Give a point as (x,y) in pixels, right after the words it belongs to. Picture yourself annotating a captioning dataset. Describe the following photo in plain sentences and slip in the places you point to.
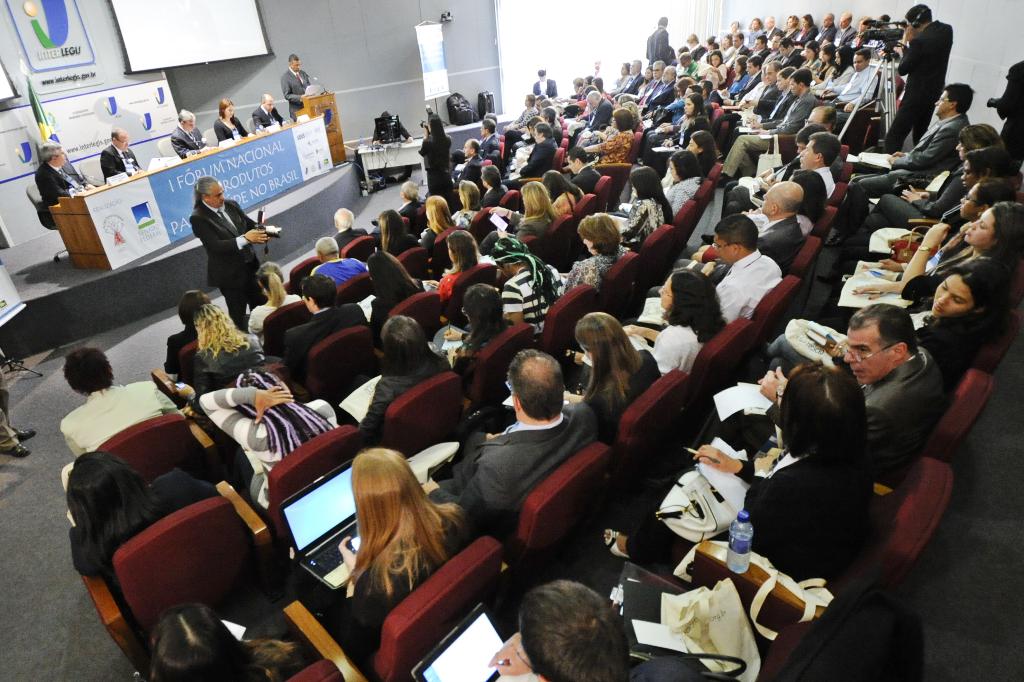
In the middle of the image (351,230) few people (159,406) are sitting and holding some laptops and bags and bottles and pens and books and papers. In the top right side of the image (899,135) a person (915,41) is standing and holding a camera (902,25). In the middle of the image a man (238,287) is standing and holding something in his hand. Behind him there is a table (85,203), on the table (190,160) there are some bottles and glasses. Behind the table (163,156) there few people (186,149) are sitting. Behind them there is a flag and banner (61,116) and wall (345,39). On the wall (354,36) there is a screen (123,41). Besides the table (316,121) there is a podium (338,146), on the podium (331,97) there is a laptop (315,92) and microphone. Behind the podium (309,104) a man (297,67) is standing.
